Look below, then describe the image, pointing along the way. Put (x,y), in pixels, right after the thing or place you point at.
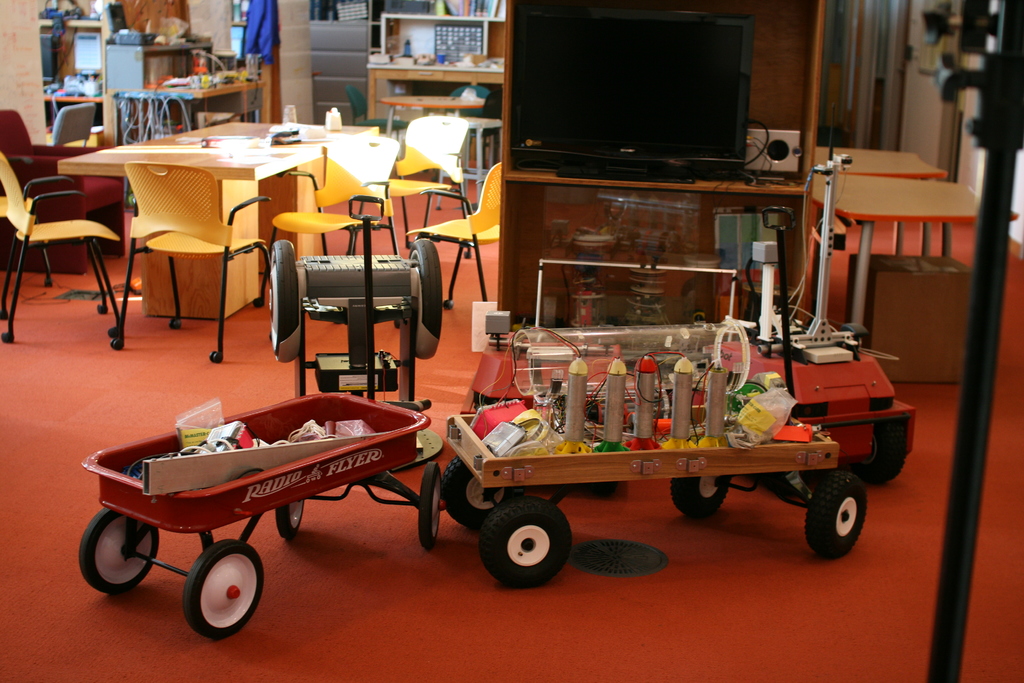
This image consists of a television (657,113) in the top (608,136). There are toys (160,525) in the middle (417,426), on which there are something. There are tables (276,186) and chairs (335,157). On the tables (231,174) are papers (272,156) and glasses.
